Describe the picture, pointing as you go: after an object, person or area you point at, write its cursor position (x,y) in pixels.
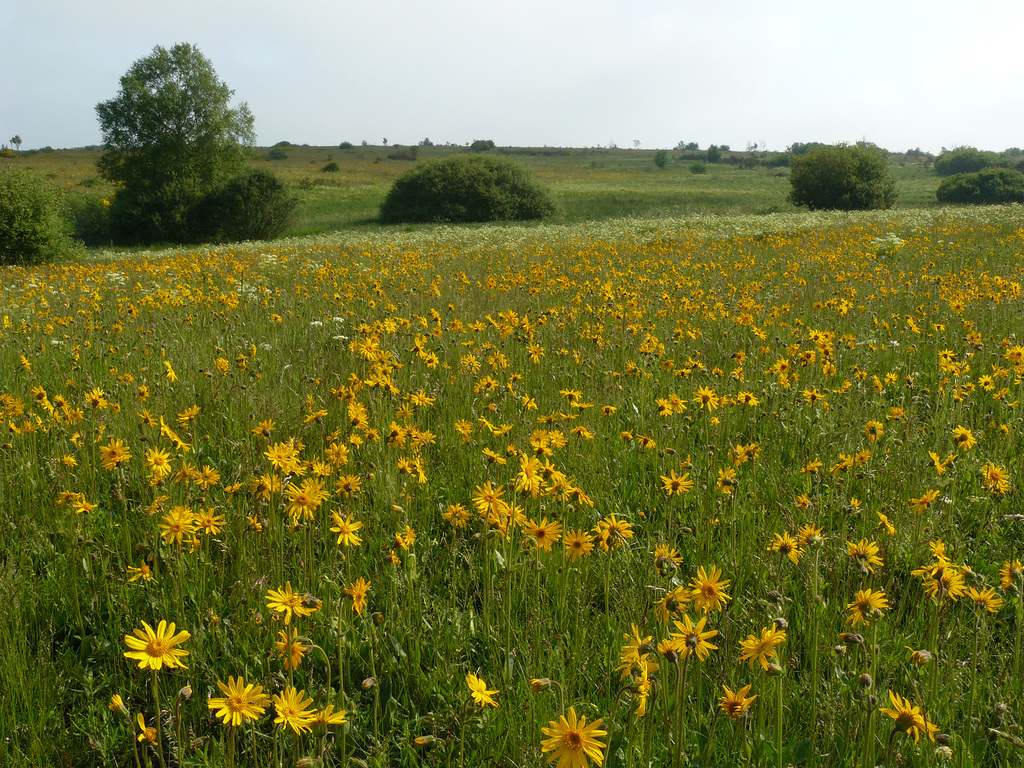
In this image we can see flowers (60,322), plants (476,457). In the background of the image (150,103) there are trees (502,169), sky (593,97).
